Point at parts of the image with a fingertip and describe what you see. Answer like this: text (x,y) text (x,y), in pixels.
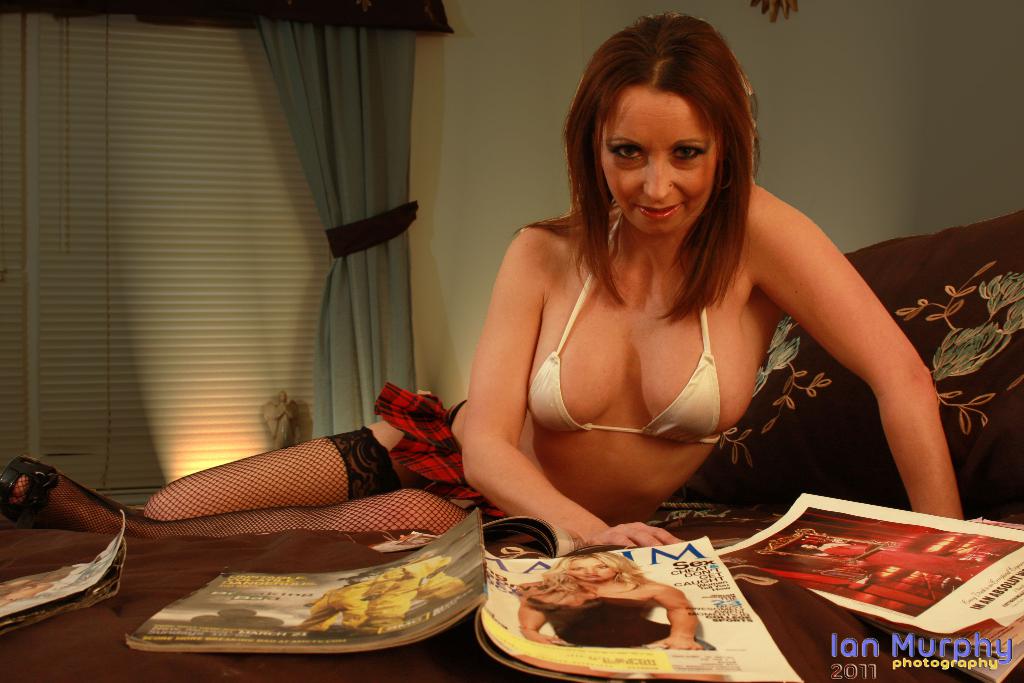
In this image I can see the person (694,416). In front (599,664) I can see few magazines (519,612) on the brown color surface (138,658). Back I can see the wall (469,125), window (158,138), curtain (336,271) and light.
